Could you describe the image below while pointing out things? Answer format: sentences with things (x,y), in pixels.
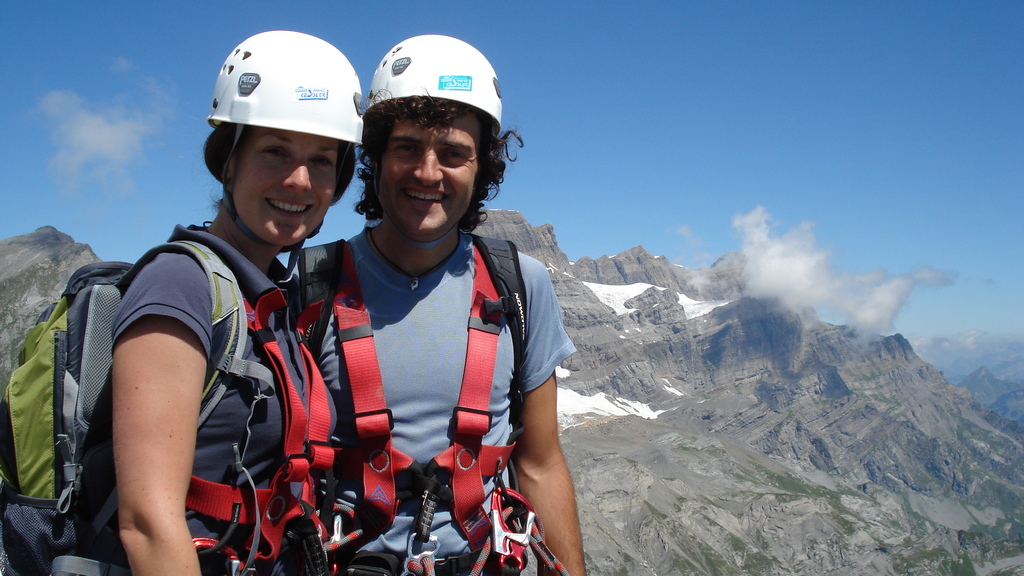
As we can see in the image there is a sky (703,85), hill (758,394) and two people (351,377) standing over here.
